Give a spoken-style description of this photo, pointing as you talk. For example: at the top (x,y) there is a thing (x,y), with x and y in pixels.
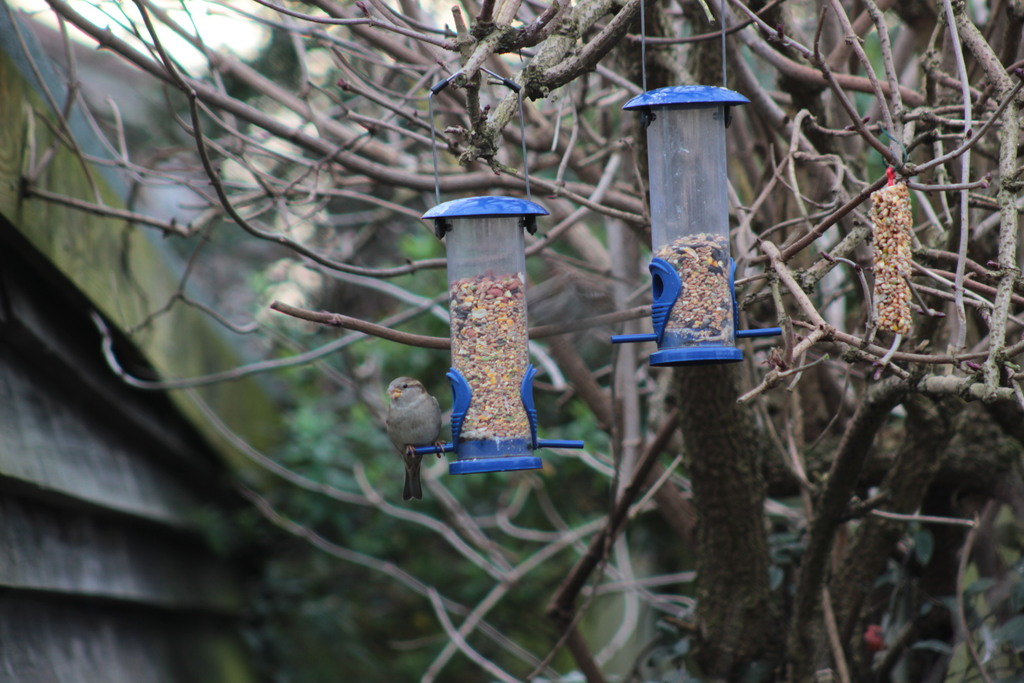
The picture consists of bird seed feeders (517,341), bird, tree (362,190). The background (300,217) is blurred. In the background (360,557) there are trees (376,584) and building (96,449).
